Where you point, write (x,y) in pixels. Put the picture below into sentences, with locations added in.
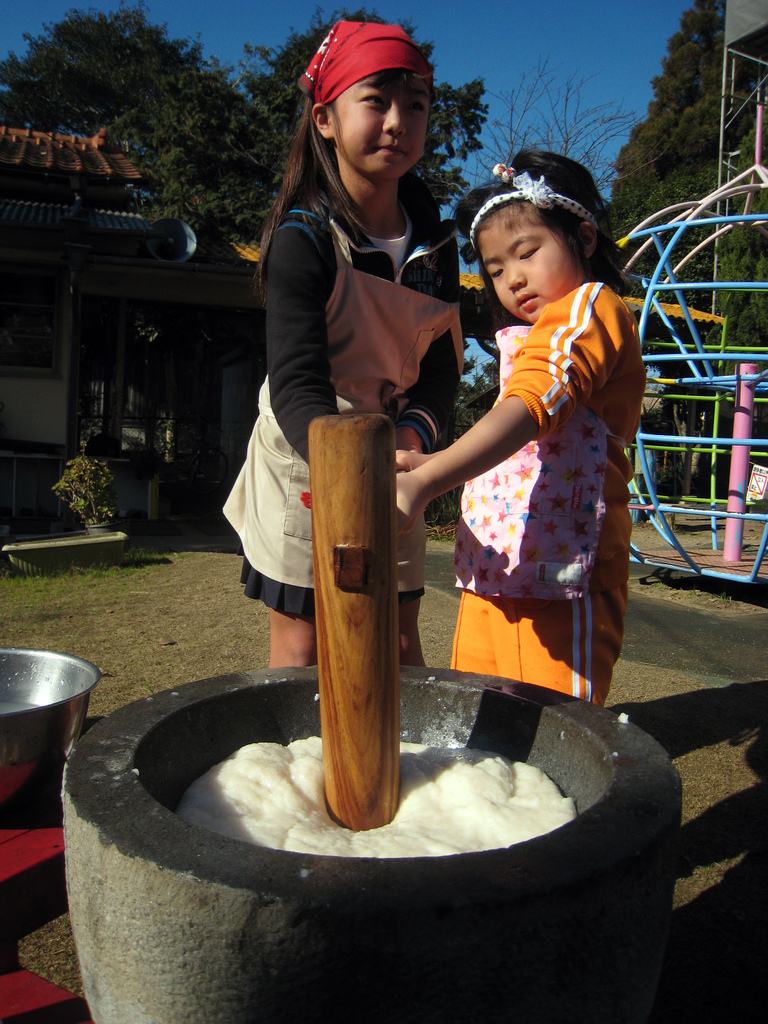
In the picture we can see two girls (439,363) standing and holding a wooden pole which is in the bowl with a white substance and just beside it, we can see another bowl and in the background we can see grass surface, trees (74,41).
